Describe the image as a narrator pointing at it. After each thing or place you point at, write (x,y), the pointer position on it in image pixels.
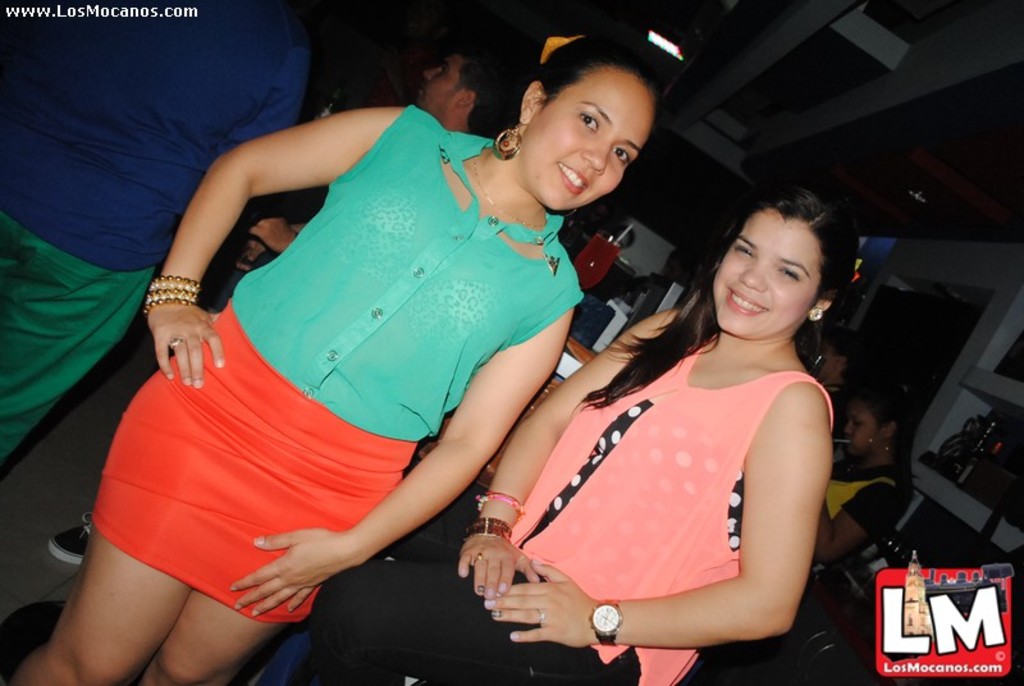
In this picture we can see two women (296,269) smiling and in the background (605,243) we can see a glass (622,247) with drink (586,285) and a straw (624,230) in it and some people (107,93).
